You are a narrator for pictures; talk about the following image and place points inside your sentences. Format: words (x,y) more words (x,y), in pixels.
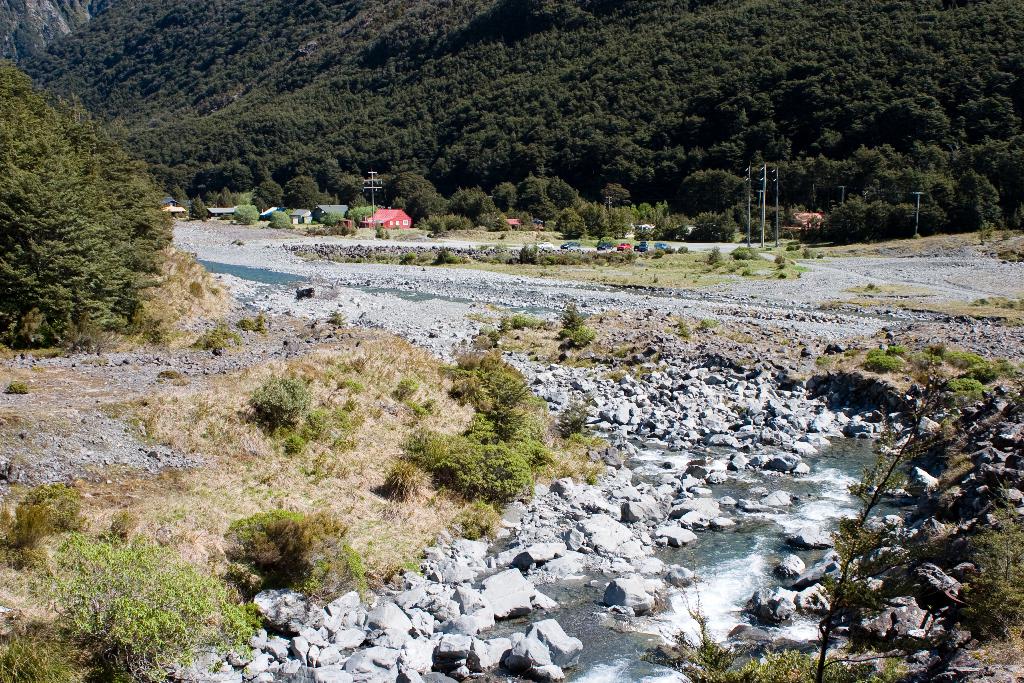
In this image there are rocks (631,451), plants (845,561), water (644,458). At the bottom of the image (165,498) there is grass (318,375) on the surface (244,413). In the background of the image (56,83) there are trees (611,77), buildings (279,206), cars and light poles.
